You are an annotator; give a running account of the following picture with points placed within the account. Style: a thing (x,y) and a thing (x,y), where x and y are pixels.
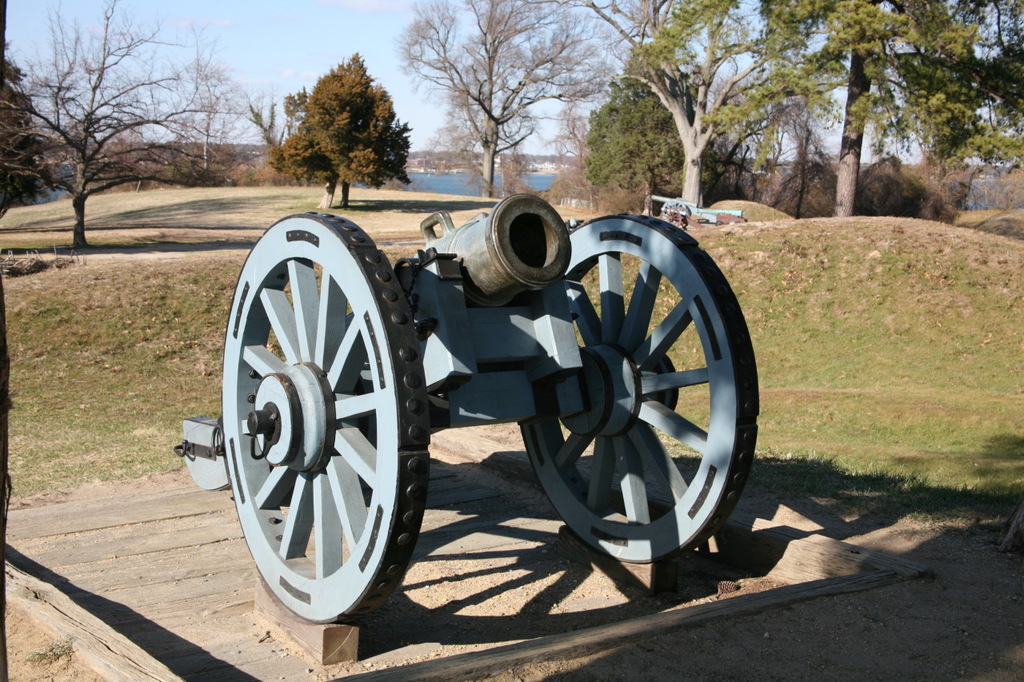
This picture shows a cannon (561,511) and we see trees (848,118) and grass (218,287) on the ground (742,282) and we see water (465,174) and a cloud Sky (550,10).
